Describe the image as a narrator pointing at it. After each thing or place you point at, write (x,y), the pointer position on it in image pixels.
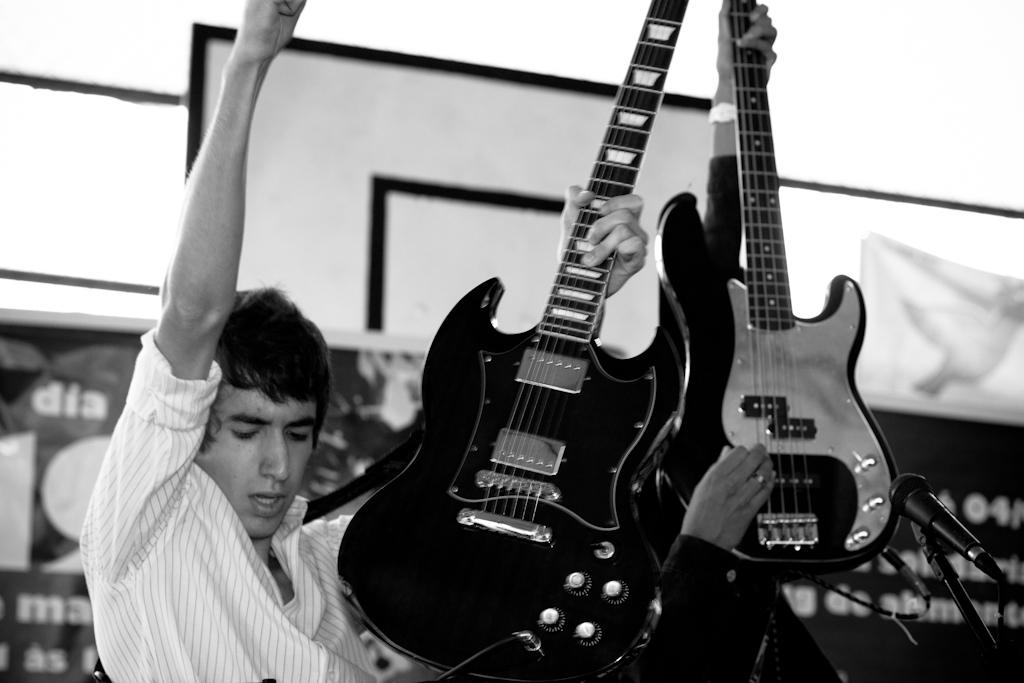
This is a picture of a concert. In the center of the image (608,276) there are two persons (708,518) playing guitars (749,328). On the right (962,551) there is a microphone (903,502).
